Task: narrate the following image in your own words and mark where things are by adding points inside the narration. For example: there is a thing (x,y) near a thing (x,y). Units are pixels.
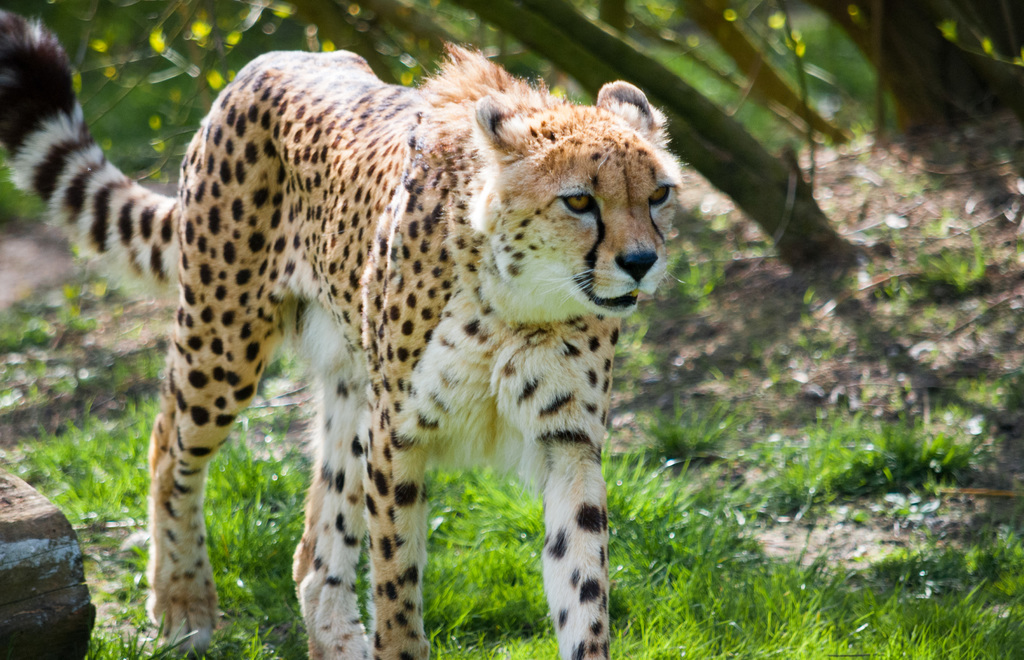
Here we can see a cheetah (354,242) is walking on the grass (671,501) on the ground (64,472). On the left (25,550) at the bottom corner (52,566) there is an object (61,570). In the background (345,47) the image is blur but we can see trees (275,45).
